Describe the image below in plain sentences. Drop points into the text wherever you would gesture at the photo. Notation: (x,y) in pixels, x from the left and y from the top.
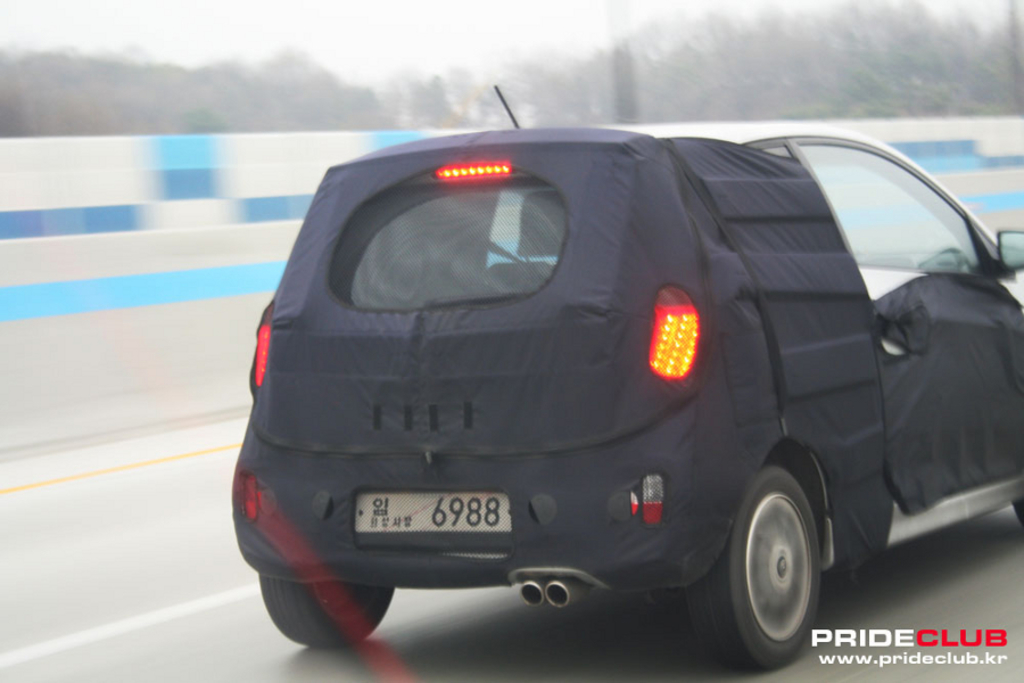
Here in this picture we can see a black colored car (683,308) present on the road (237,458) over there and in the far we can see trees (807,60) present all over there.
